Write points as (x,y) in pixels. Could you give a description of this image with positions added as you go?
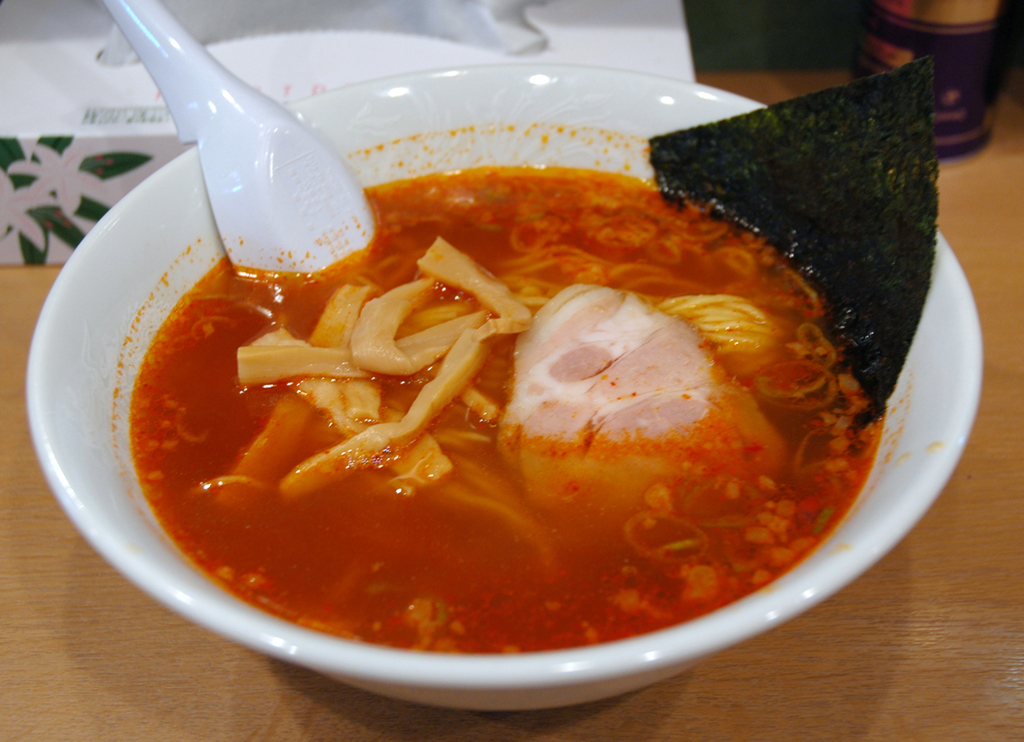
There is a bowl (603,111) with food (630,587) in it and a spoon (286,150) in it.
